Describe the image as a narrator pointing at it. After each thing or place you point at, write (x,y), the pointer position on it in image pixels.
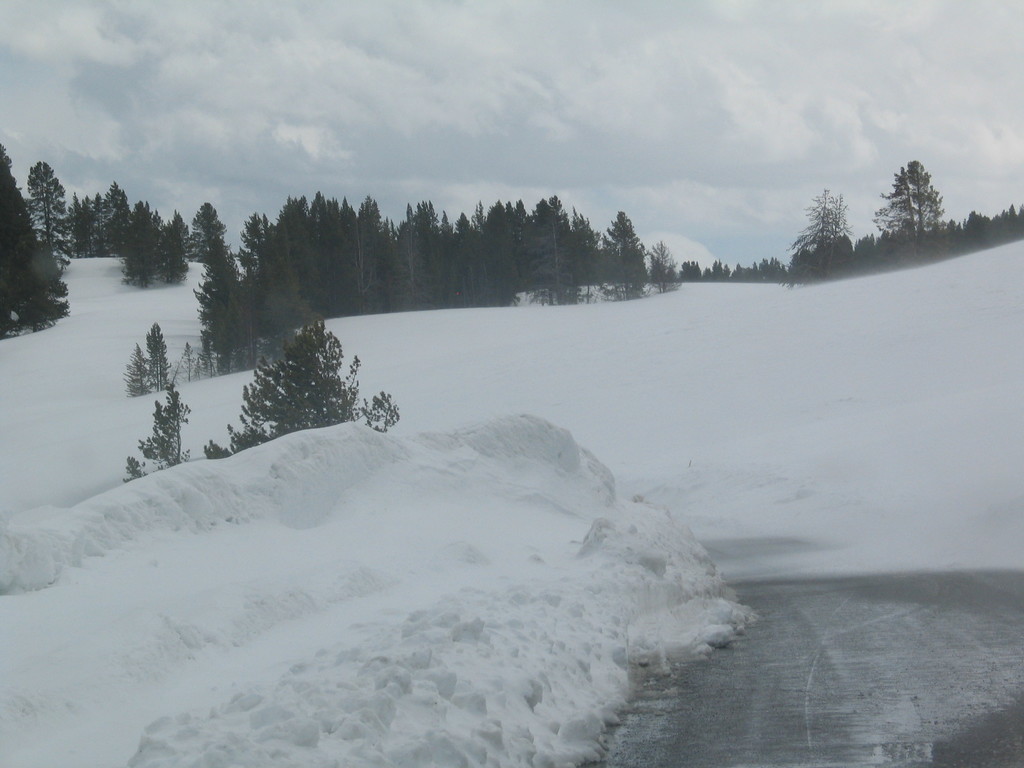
In this picture we can see there is a road (823,601), snow (470,398), trees (470,231) and the sky (447,50).
